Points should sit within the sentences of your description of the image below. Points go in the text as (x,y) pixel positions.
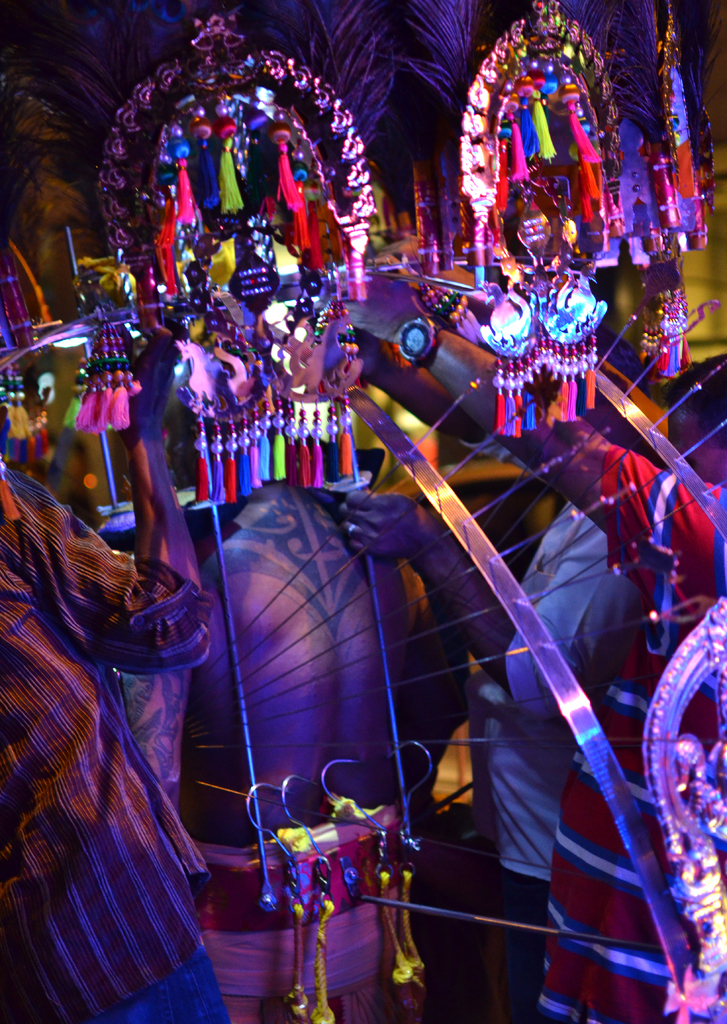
In the picture we can see group of people (49,742) wearing different costumes (529,806).
